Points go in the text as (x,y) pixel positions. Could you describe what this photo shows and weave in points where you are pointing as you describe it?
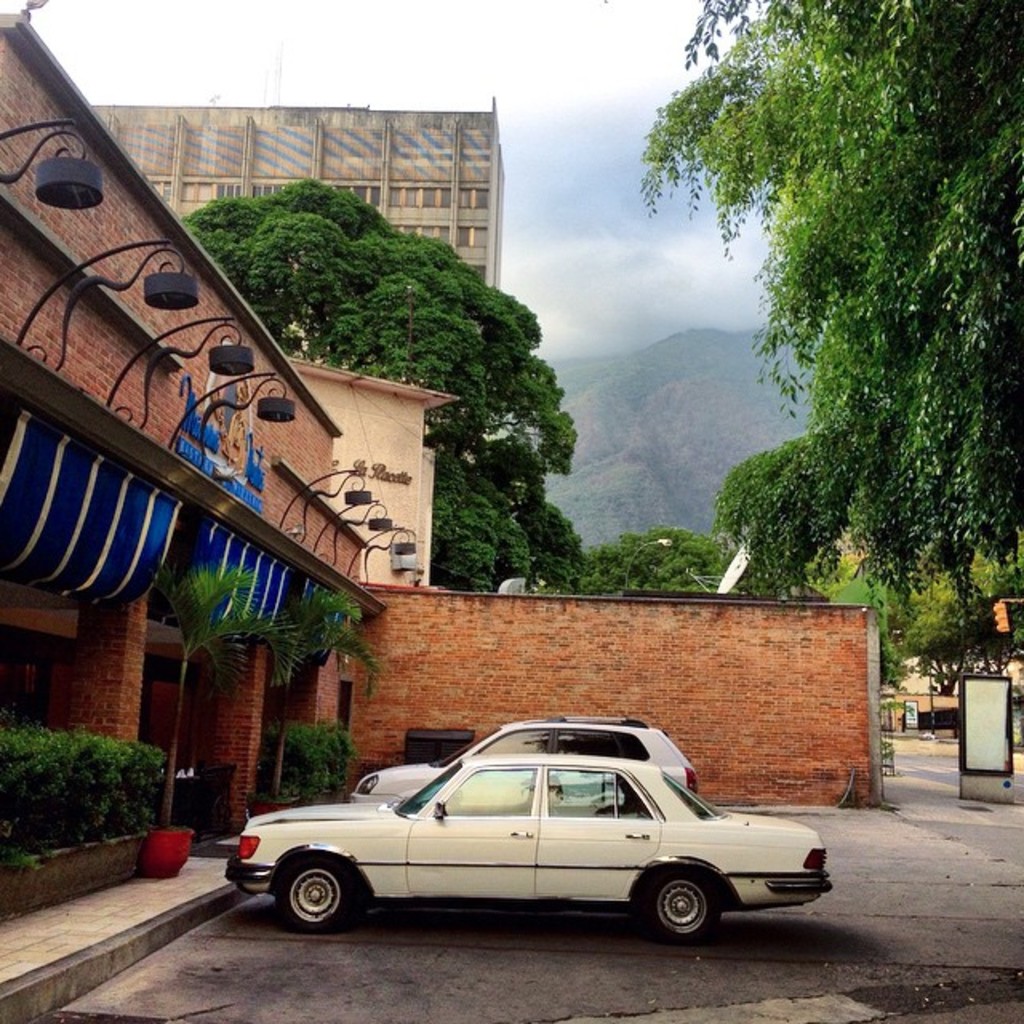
In this image I can see flower pot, plants (162,812) and bushes (130,798) and there are two vehicles (579,726) parking in front of the building (564,693) and at the top (237,105) I can see the sky (645,114), trees (881,244) and hills (724,375) and building (245,171).
